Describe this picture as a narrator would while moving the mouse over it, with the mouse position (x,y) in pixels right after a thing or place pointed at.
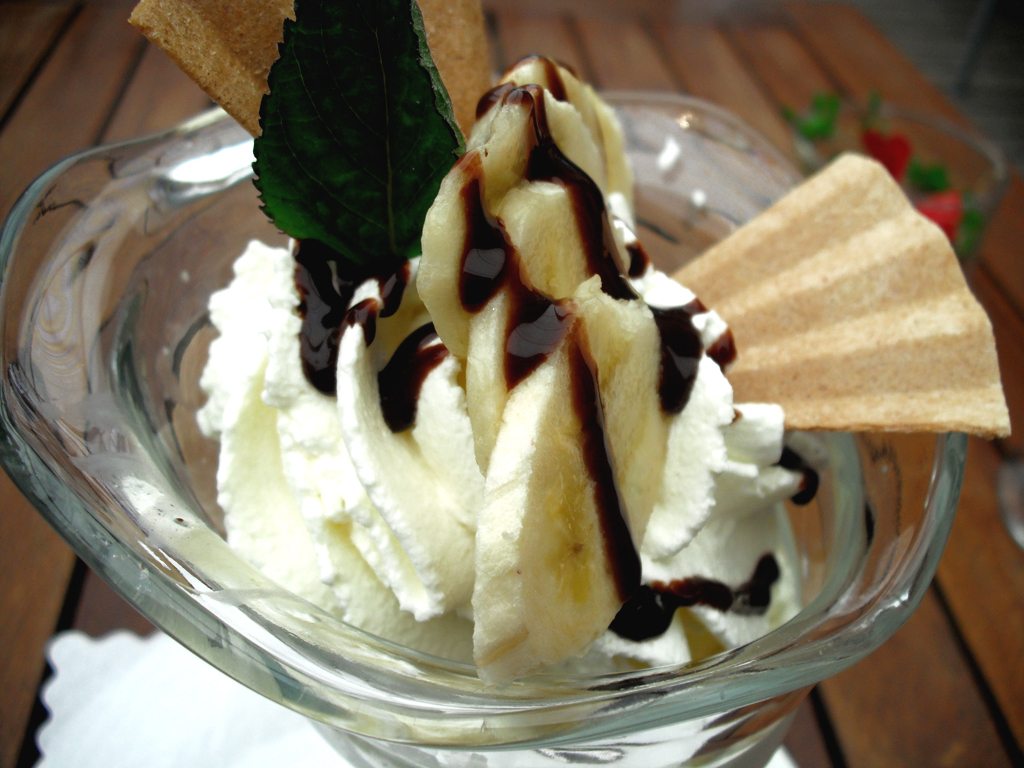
In this picture we can observe an ice cream (279,523) places in the glass cup (215,618). We can observe banana slices (531,405) and chocolate syrup (461,275). There is a green color leaf (347,157) in the ice cream (444,574). This glass cup (125,558) was placed on the brown color table (57,607). We can observe a white color tissue paper (121,697) on the table (55,627).
